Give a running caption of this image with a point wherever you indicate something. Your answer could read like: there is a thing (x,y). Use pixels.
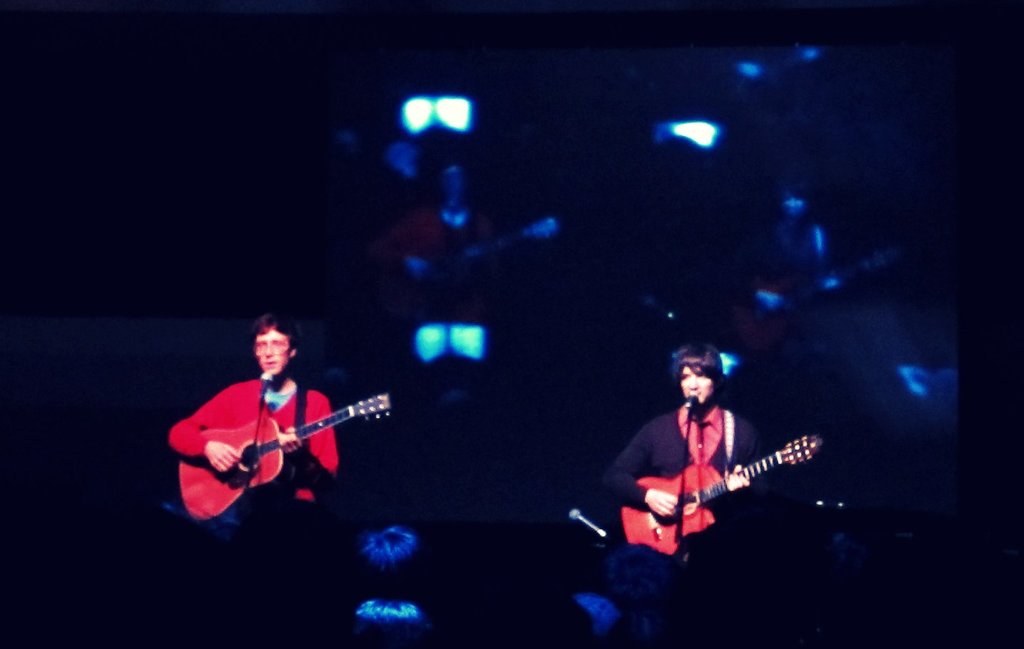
In this picture we can see two persons (231,459) are standing and playing guitars (689,518). And on the background (683,262) there is a screen (491,163). And these are the lights (460,101).
